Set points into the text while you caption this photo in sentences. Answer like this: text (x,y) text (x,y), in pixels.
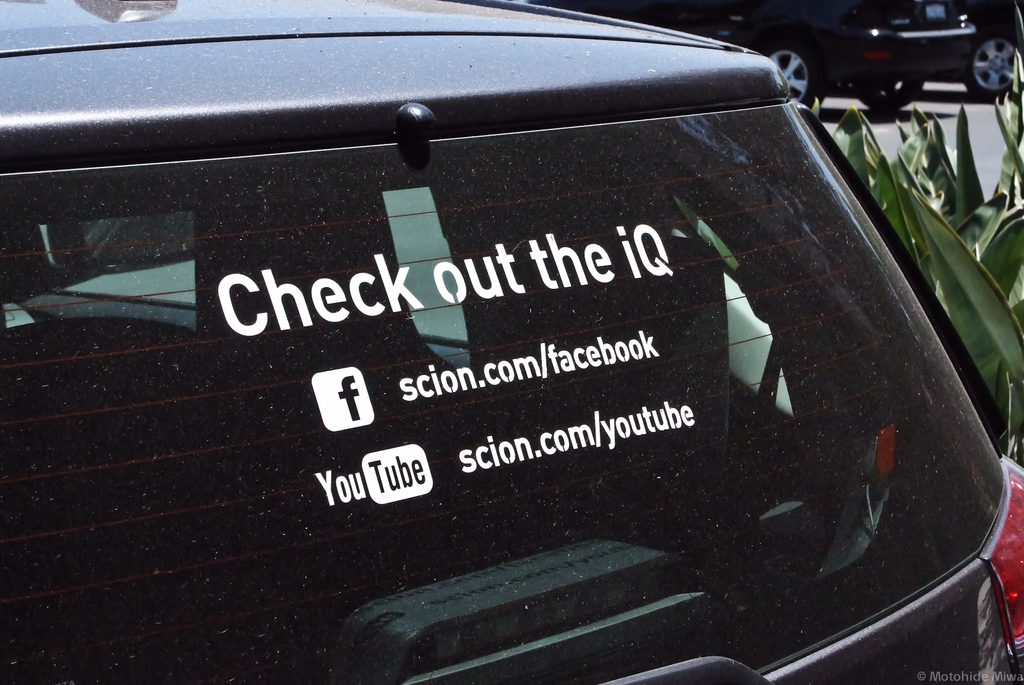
In this image, we can see some text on the vehicle glass (480,489). At the bottom (935,678), we can see a watermark (953,680) in the image. On the right side (1002,354), few plants (916,197) and vehicles (872,62) on the road (928,116).
